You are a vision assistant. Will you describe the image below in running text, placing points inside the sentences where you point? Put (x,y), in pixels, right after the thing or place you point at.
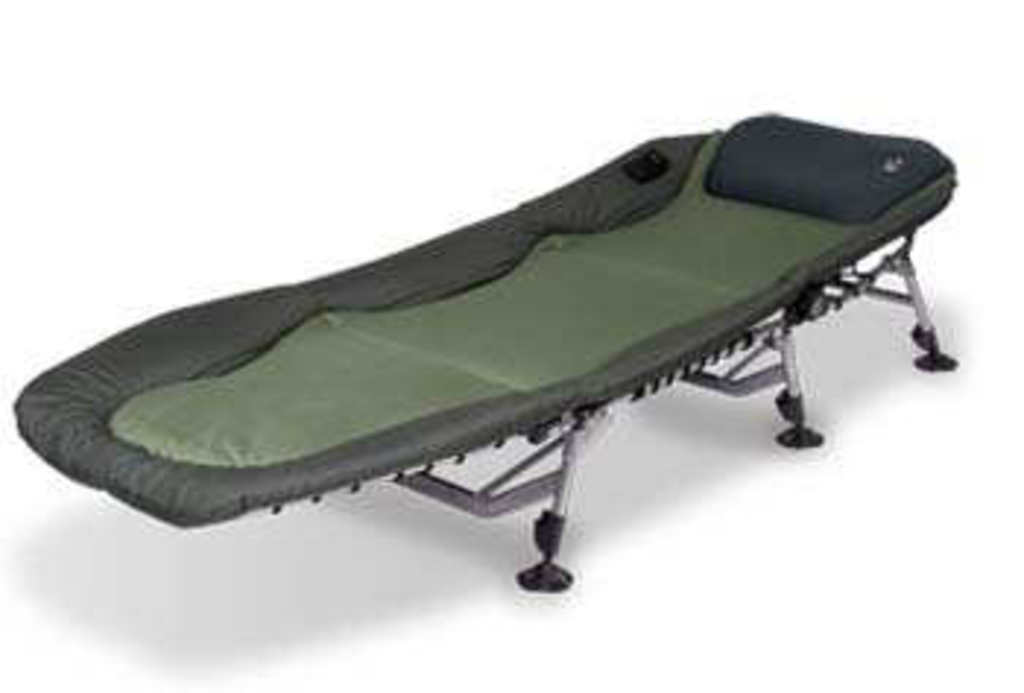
In the center of the image (344,328) there is a camping bed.
